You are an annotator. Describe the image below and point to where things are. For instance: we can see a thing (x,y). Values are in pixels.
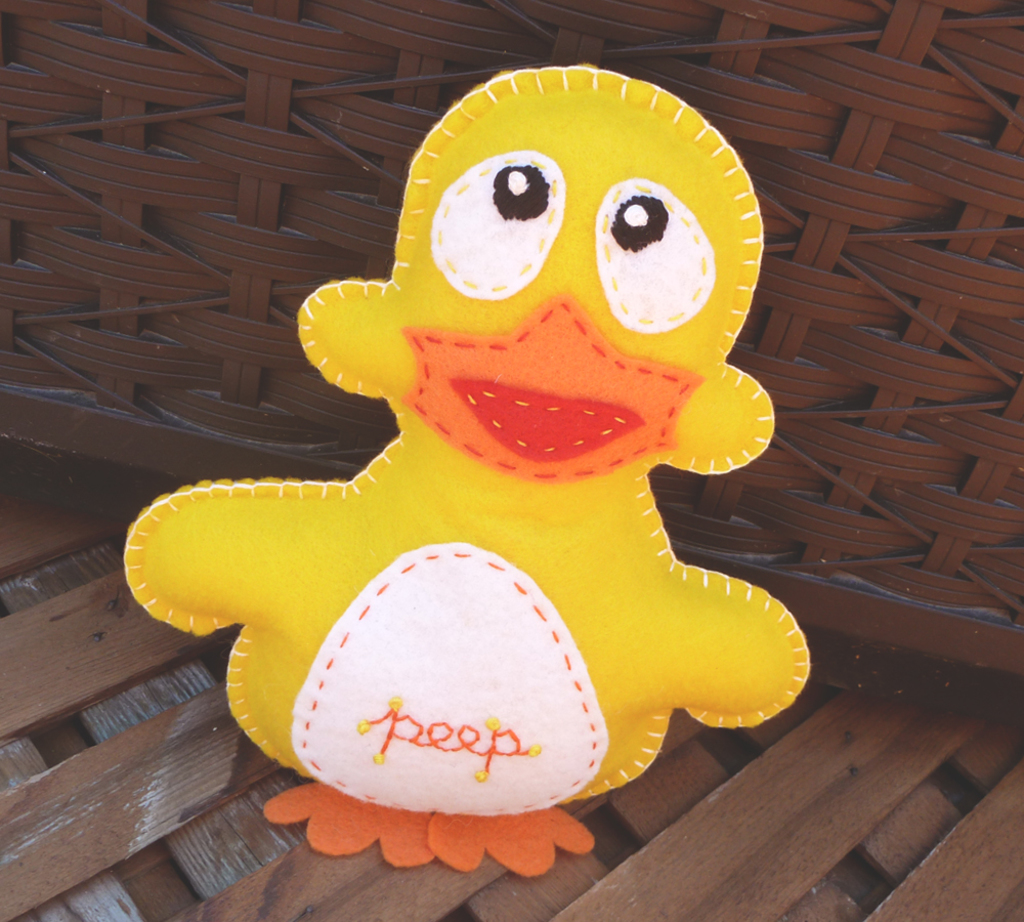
Here in this picture we can see a yellow colored doll (527,427) present on a bench (83,714) over there.
